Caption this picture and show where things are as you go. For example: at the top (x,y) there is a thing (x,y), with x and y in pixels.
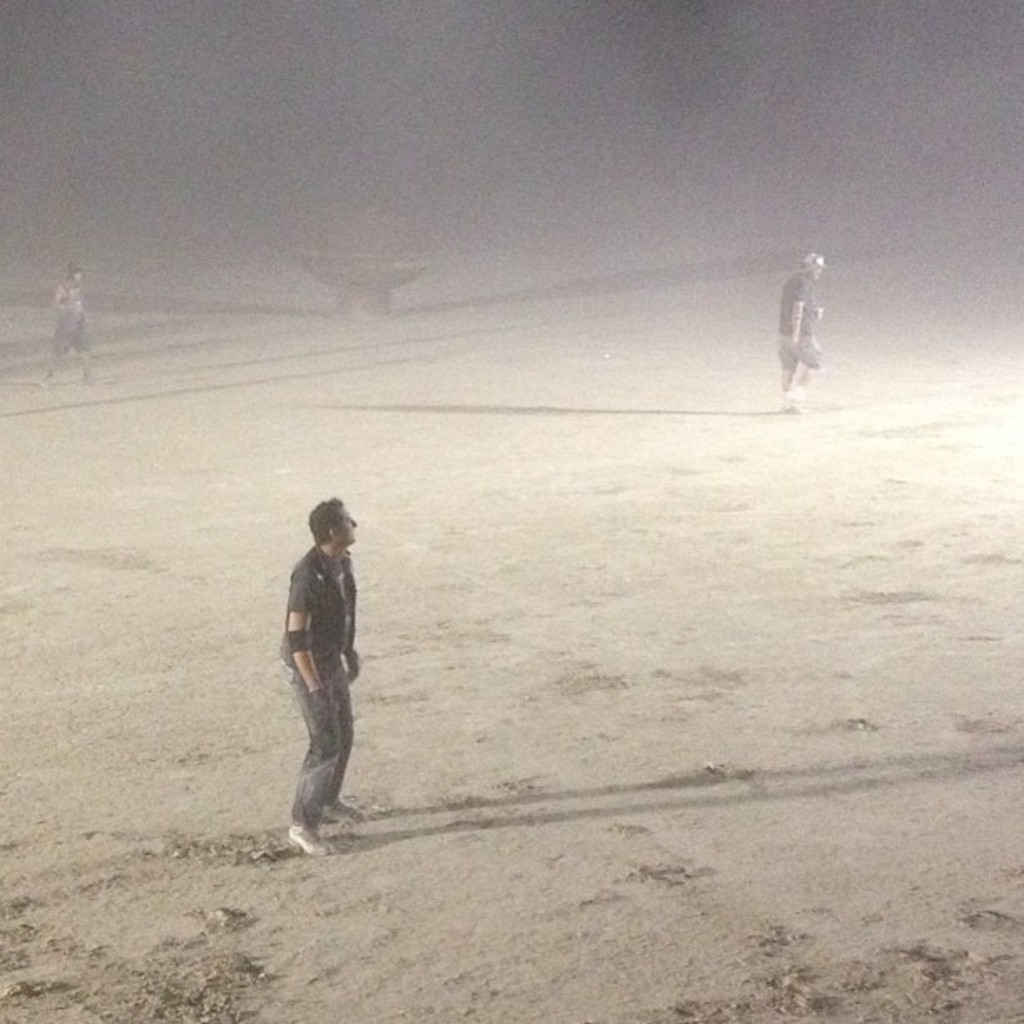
In this image there are people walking on a ground (598,778).
